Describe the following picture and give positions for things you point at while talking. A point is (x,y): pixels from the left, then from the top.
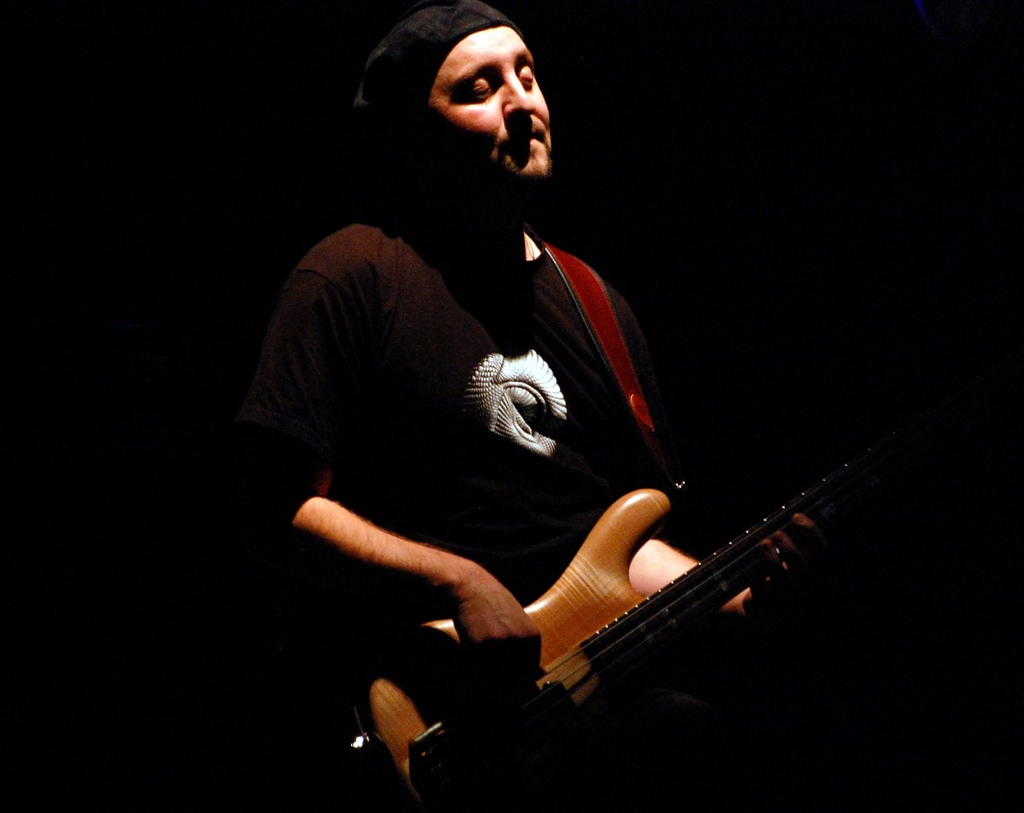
In the middle of the image (477,306), there is a person (441,109) in a t-shirt (345,307), standing, holding a guitar (643,619) and playing. And the background (102,536) is dark in color.
